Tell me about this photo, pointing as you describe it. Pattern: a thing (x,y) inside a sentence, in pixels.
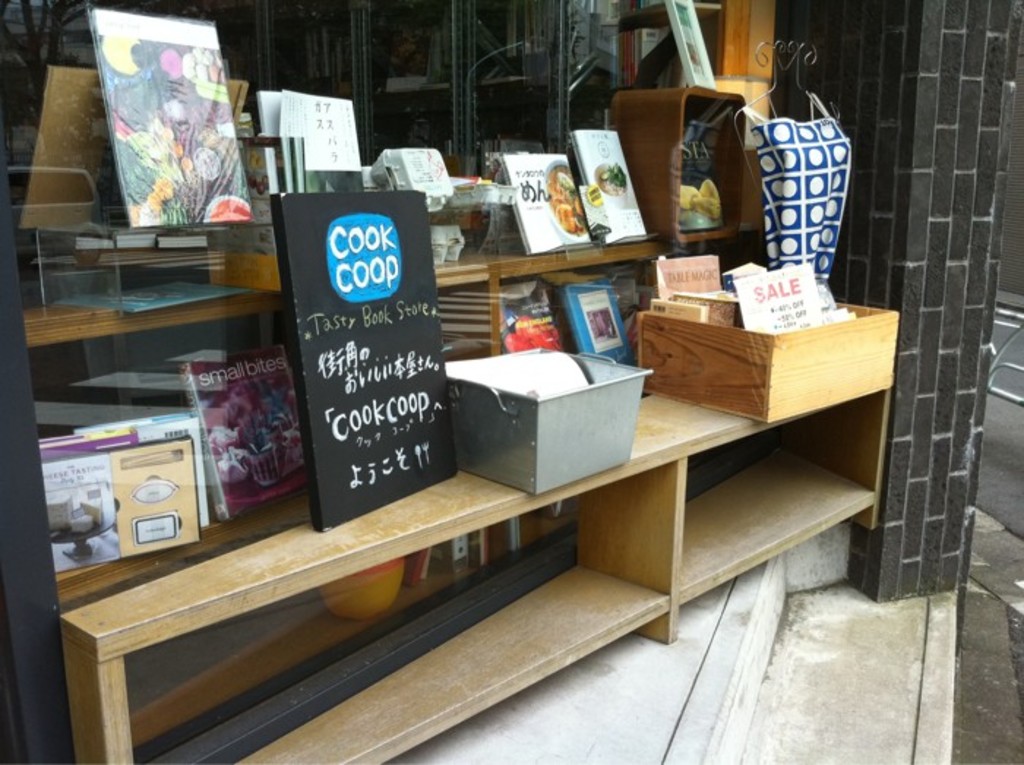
On a table (250,595) there are books (564,226), black board (410,420) and boxes (693,384).
